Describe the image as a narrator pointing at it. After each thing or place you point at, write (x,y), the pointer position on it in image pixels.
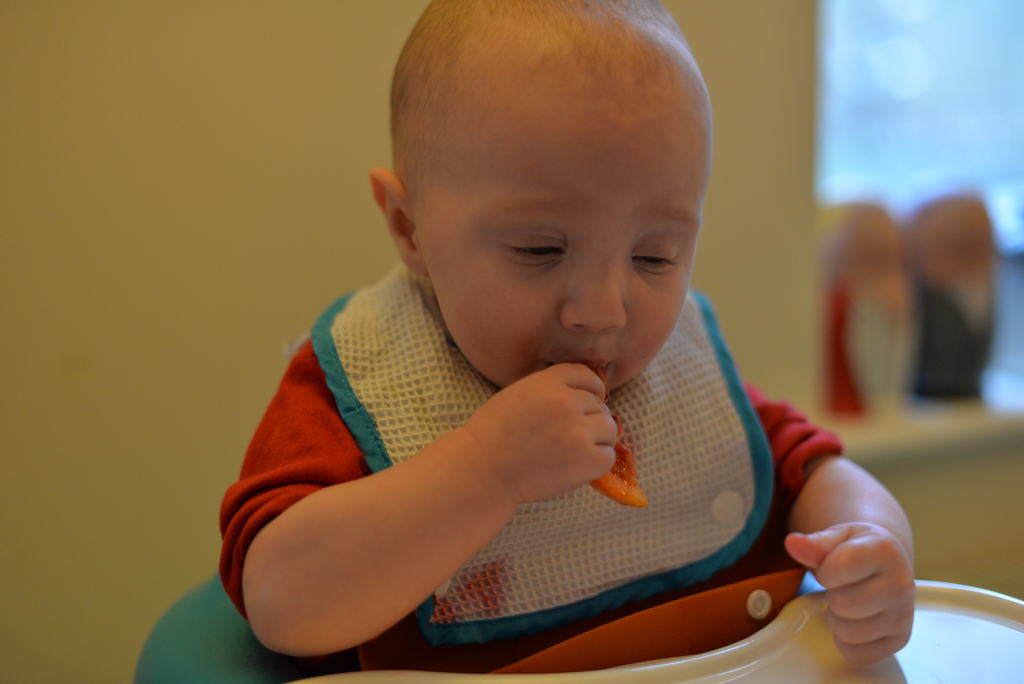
This picture shows baby (488,600) seated on the baby seat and we see some food (625,483) in the hand (578,456) of the baby (580,449) and we see a wall (349,113) on the back (112,88).
